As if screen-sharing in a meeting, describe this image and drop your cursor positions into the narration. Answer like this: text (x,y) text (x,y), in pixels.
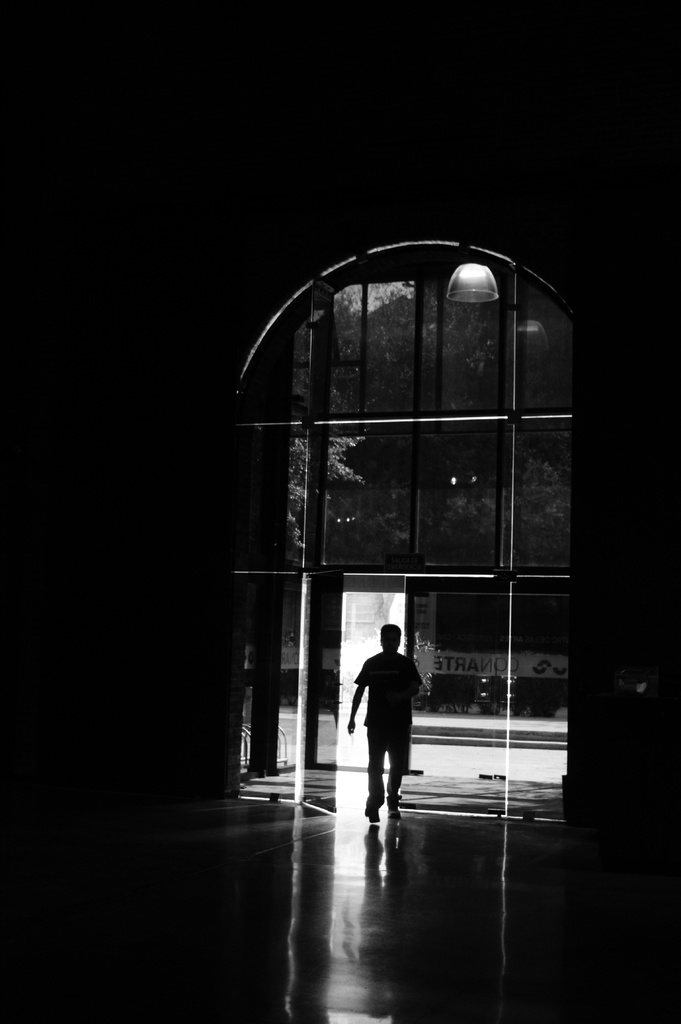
This is a black and white image. We can see a person (373,763) and the ground (336,928). We can see some glass (404,476) and the door (348,589). There are a few trees (409,302). We can also see a light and some text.
